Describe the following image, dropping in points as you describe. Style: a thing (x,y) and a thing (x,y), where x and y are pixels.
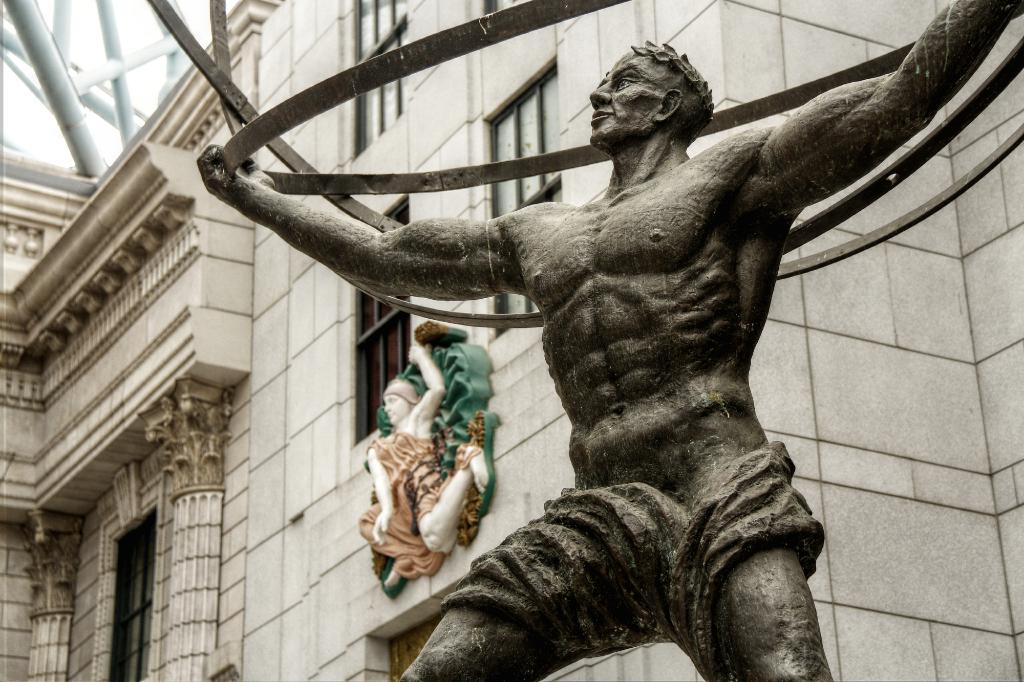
This image is taken outdoors. In the middle of the image (680,390) there is a sculpture of a man (644,369). In the background (316,390) there is a building (295,576) with walls (315,582), windows (142,581), a door (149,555), carvings (404,528), architecture (164,475) and a roof (151,96). There are few iron bars (136,66).
